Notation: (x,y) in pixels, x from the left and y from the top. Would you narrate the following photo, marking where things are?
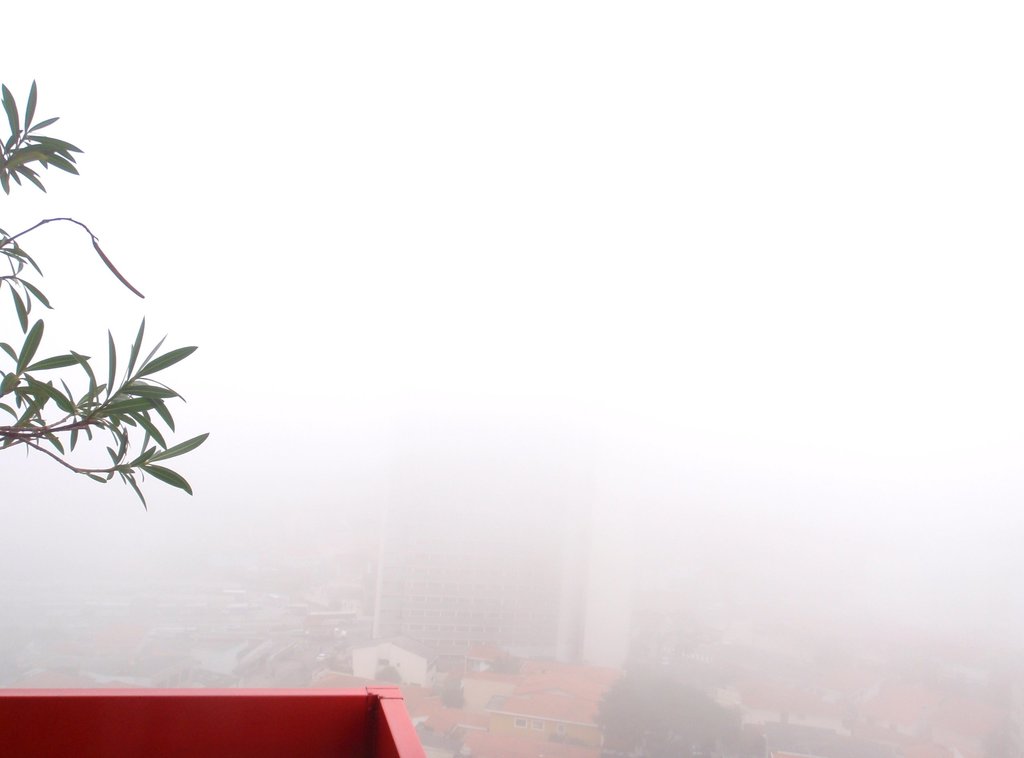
In the image we can see the leaves (147,452) and buildings (462,630), and smoky sky (483,364).
